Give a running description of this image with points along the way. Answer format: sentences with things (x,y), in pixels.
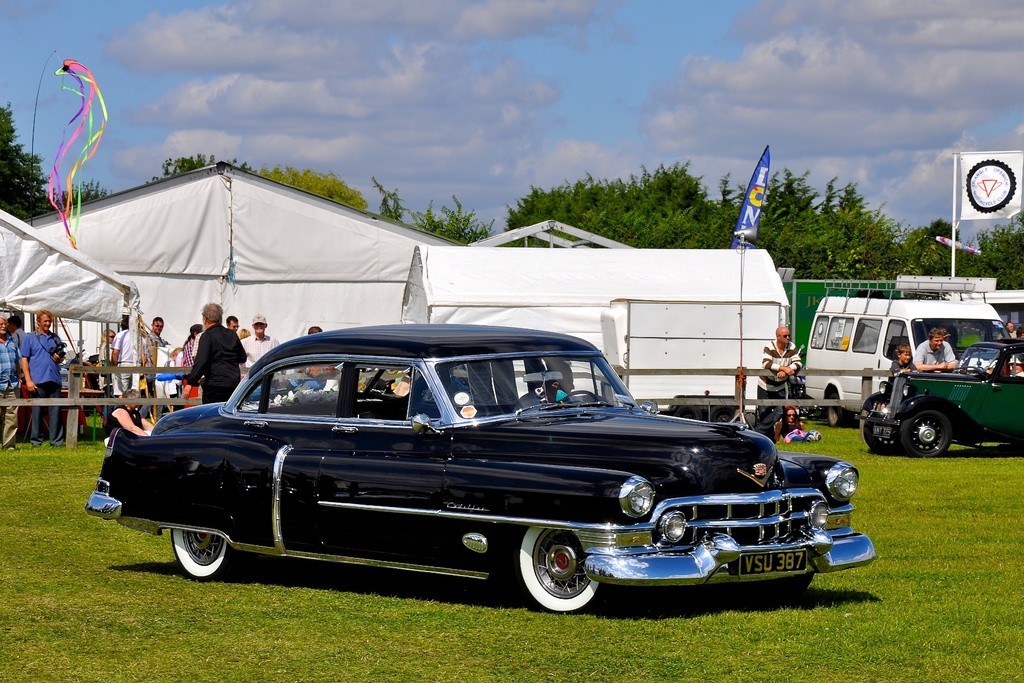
In this image I can see some vehicles (749,455) on the grass (536,640). I can see some people (208,376). I can see the tents (414,301). In the background (817,205), I can see the trees (613,182) and clouds (451,112) in the sky (521,80).
